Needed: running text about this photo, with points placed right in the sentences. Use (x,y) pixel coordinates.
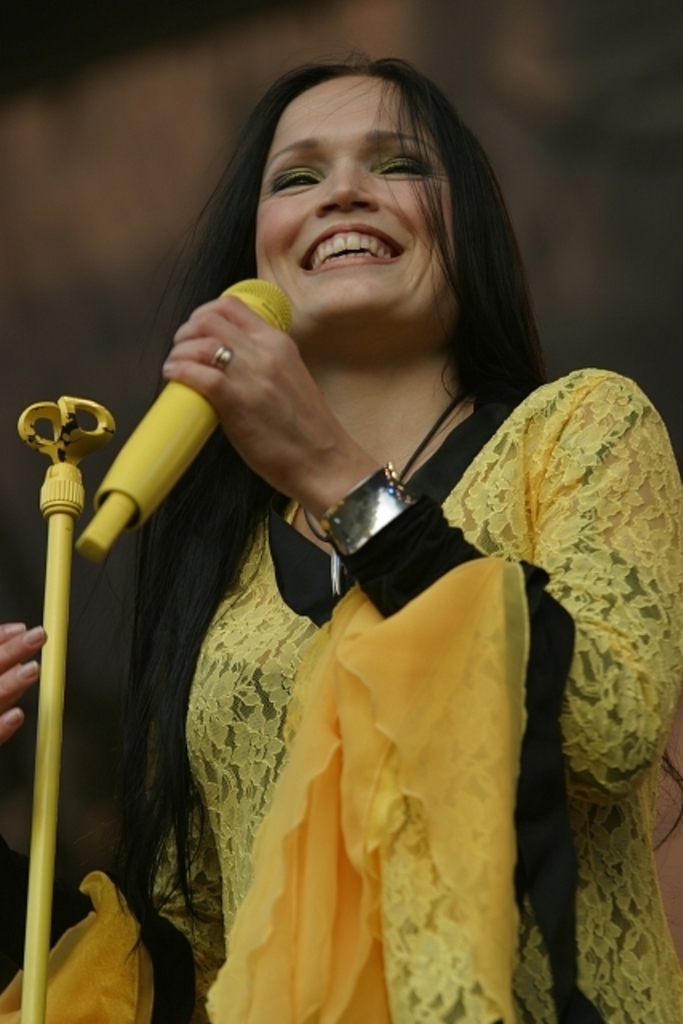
In this picture I can see a woman (326,719) in front (356,123) who is holding a mic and I see that she is smiling and she is wearing yellow and black color dress (362,605) and I can see a yellow color rod (48,596) near to her. I see that it is blurred in the background (157,99).
